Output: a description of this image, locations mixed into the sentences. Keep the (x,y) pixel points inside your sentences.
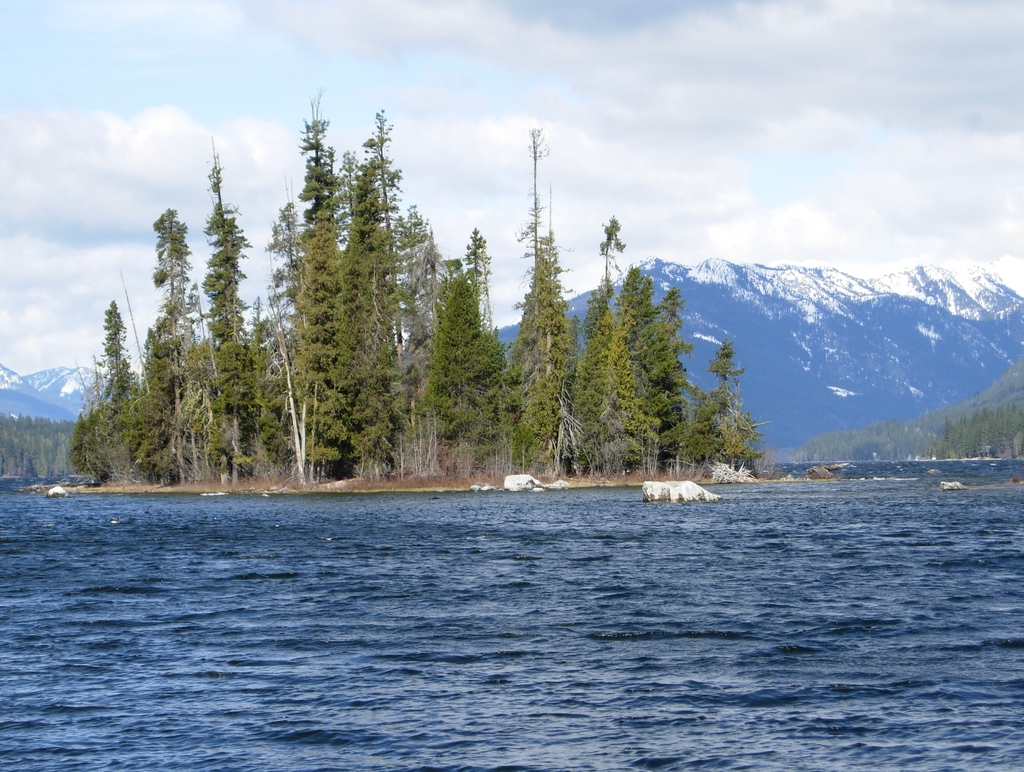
Completely an outdoor picture. This is a freshwater river (377,556). Far there are number of trees (568,392) in green color. Far there are number of mountains (831,290) covered with snow (829,288). Sky (125,121) is cloudy and it is in white color.
